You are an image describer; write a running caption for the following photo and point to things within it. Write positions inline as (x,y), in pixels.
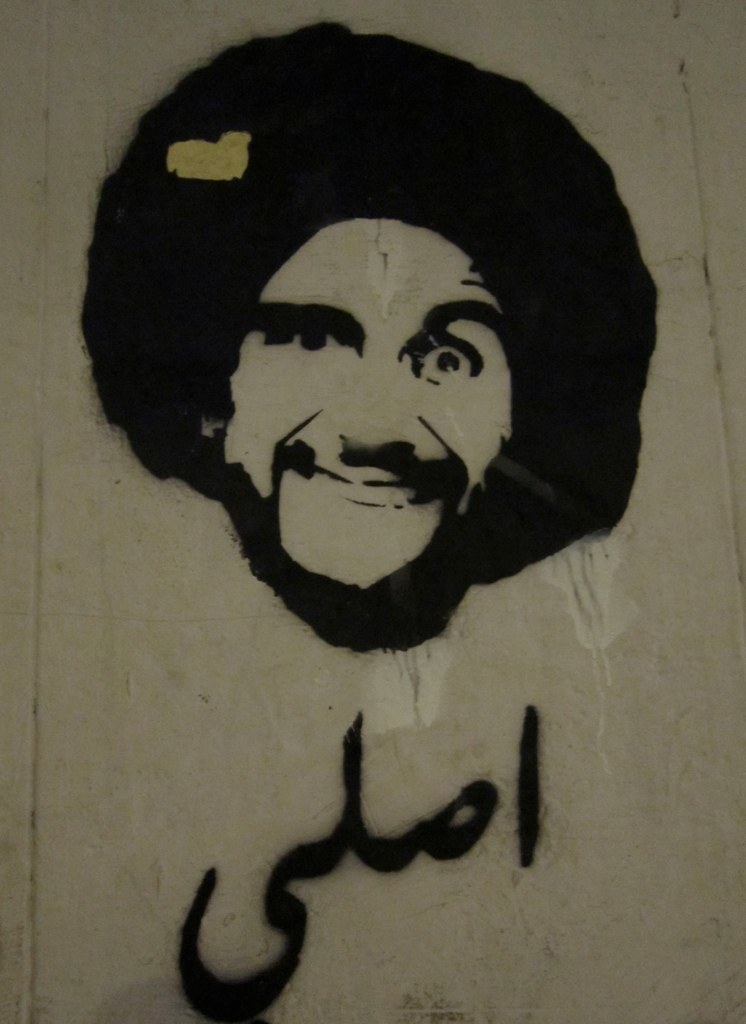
In this picture I can see a painting (573,286) of a person (419,404) on the wall (518,706).
